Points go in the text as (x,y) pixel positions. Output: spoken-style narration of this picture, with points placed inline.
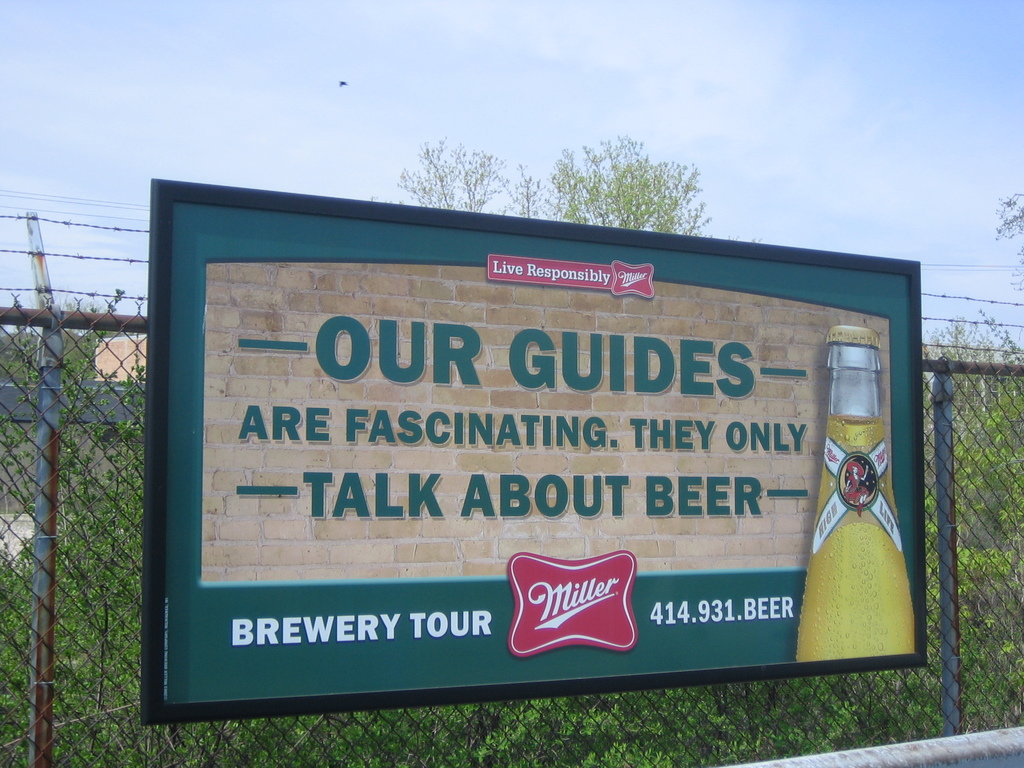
On this mesh (9,541) there is a hoarding (563,365). Backside of this mesh (950,569) there are plants (970,448). Sky (1006,313) is cloudy.
